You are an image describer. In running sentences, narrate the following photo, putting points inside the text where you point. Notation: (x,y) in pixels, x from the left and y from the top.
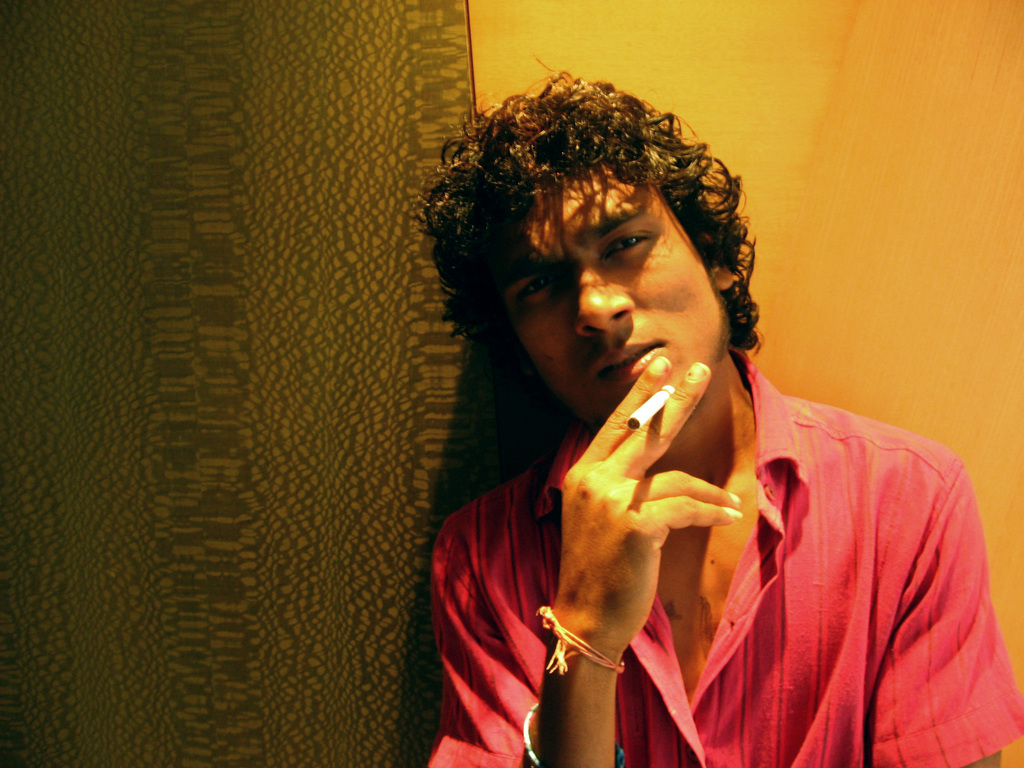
In this image, we can see a man (692,457) is holding a cigarette (644,418). Background (855,198) we can see a wall (865,226).
